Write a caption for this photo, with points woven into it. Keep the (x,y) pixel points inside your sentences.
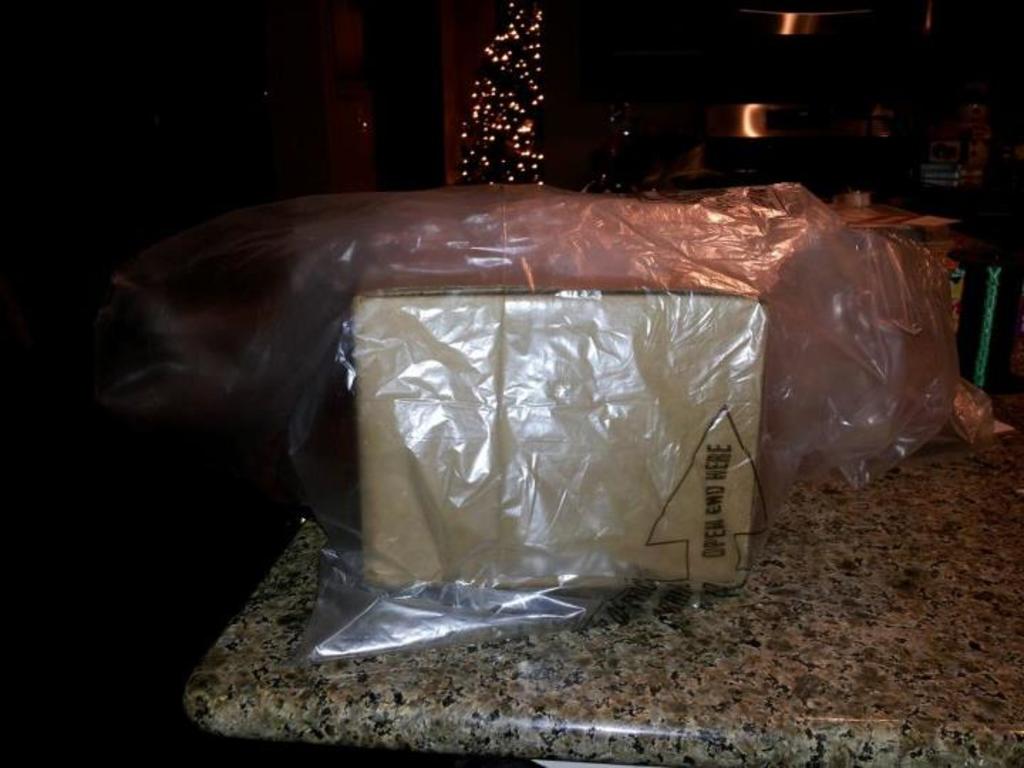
In this image I can see a carton box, cover (877,382), vessels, some objects (996,306) on the table (937,585). In the background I can see a wall (484,13) and lights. This image is taken may be in a room (9,746).
